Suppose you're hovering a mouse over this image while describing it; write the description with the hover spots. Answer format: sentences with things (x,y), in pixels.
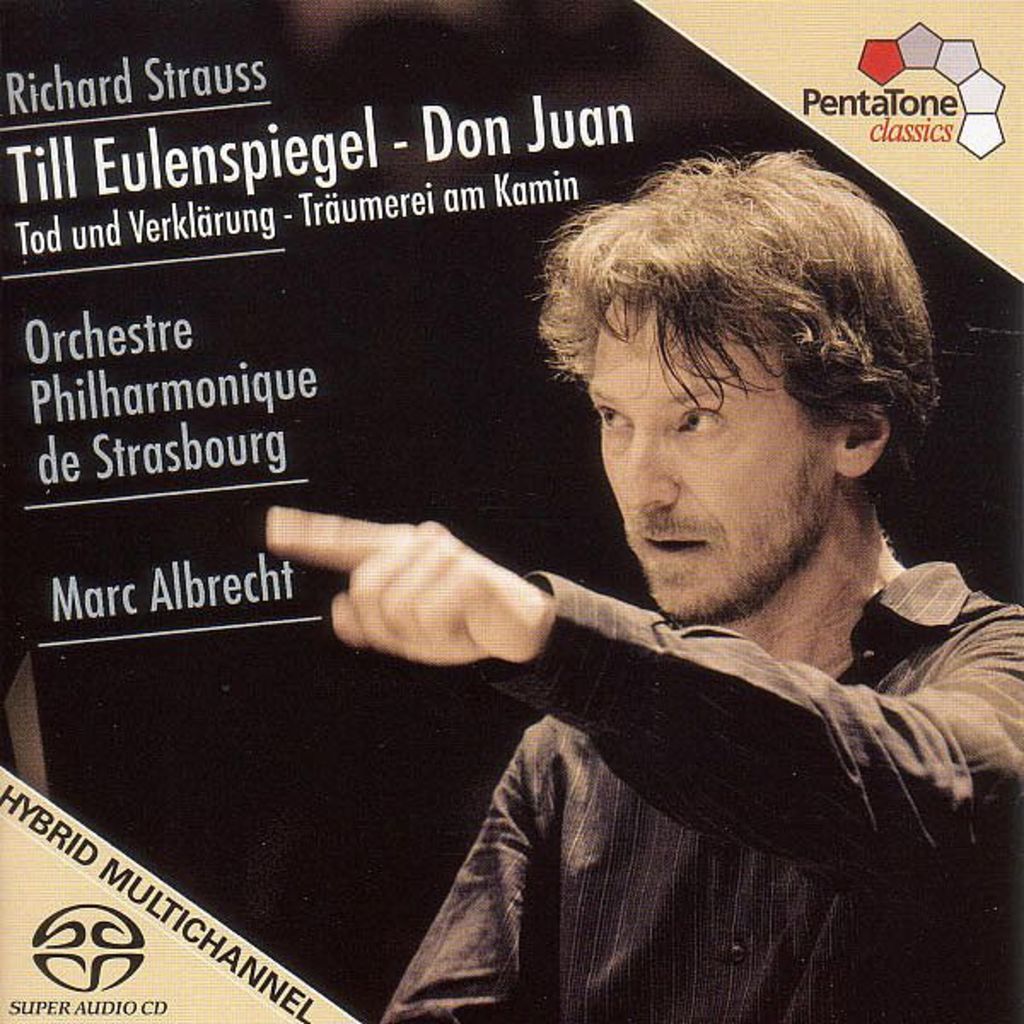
In the picture we can see a CD cover (459,906), on it we can see a image (749,898) of a man (665,943) wearing a black shirt (679,947) and raising his hand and beside him we can see some information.
